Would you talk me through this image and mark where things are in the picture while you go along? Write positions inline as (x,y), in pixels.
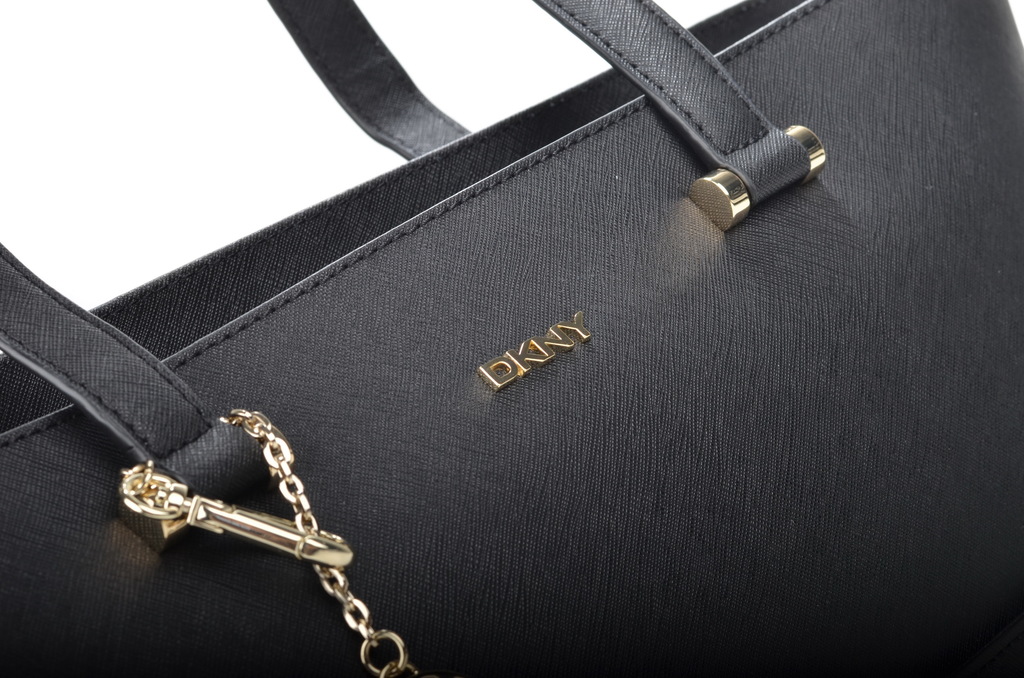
In this image we can see a black color handbag (510,274) which consists of a key chain (340,573), we can also see a metallic print (489,382) of a letters D K N Y (500,390) on the bag (395,406).
